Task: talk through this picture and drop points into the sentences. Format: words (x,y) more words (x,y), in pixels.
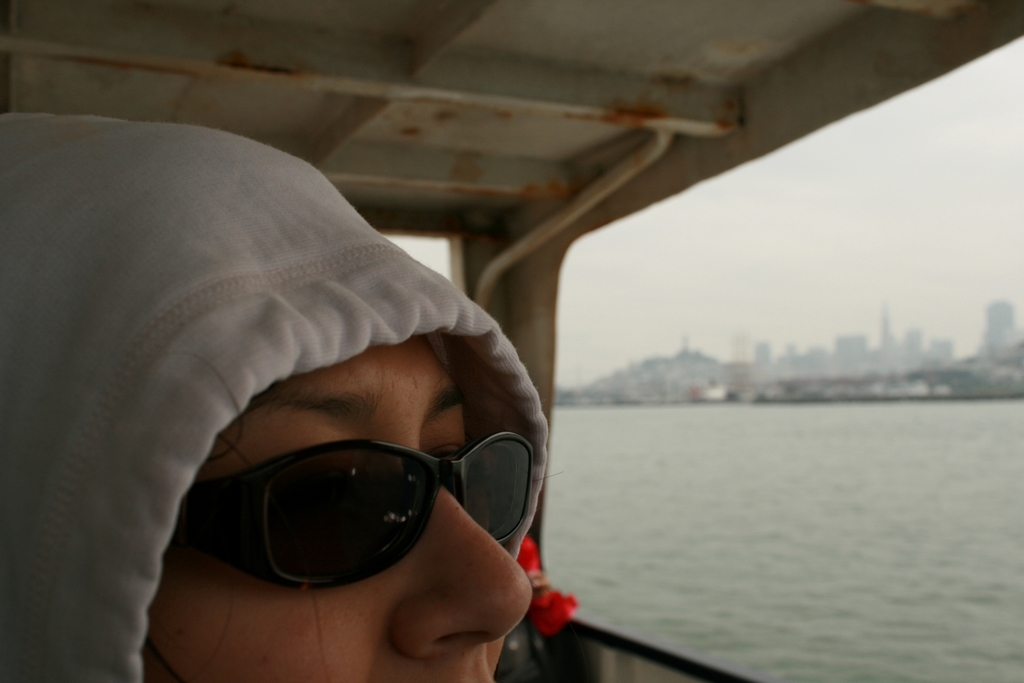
On the left side of the image (283,405) we can see a person (493,584) and the person (370,489) wore spectacles (479,522), in the background (660,472) we can see water (778,459) and few buildings (732,402).
